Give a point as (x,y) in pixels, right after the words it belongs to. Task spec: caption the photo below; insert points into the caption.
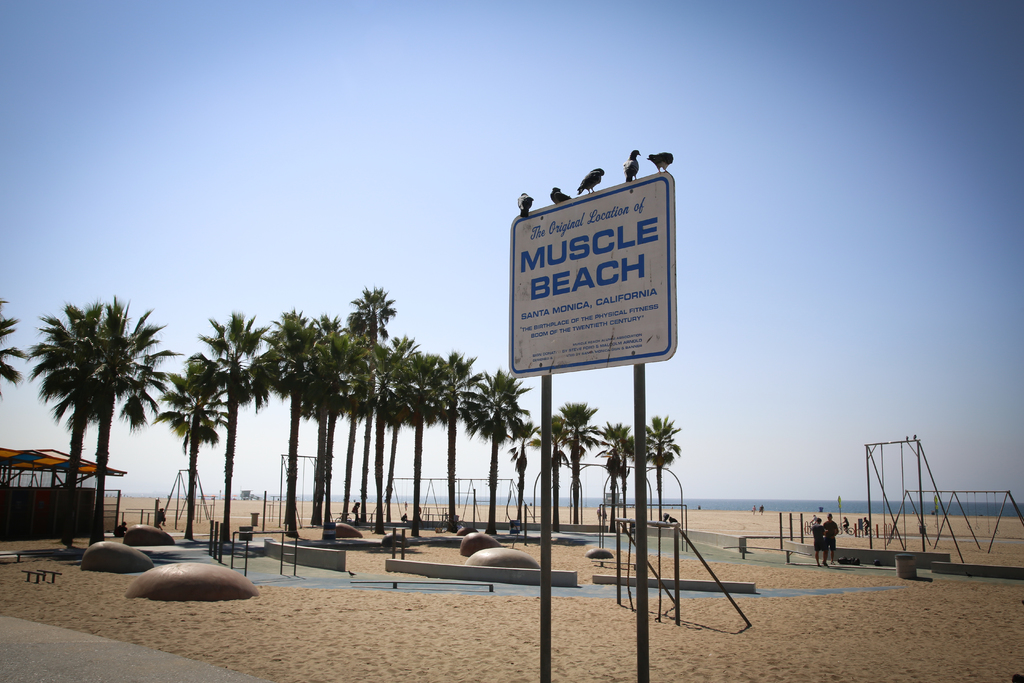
In this image I can see trees (555,519) in green color, in front (574,283) I can see a white color board (577,266) attached to the pole (548,431). Background (26,430) I can see few persons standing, a shed (25,450) in yellow and green color, and the sky (279,136) is in blue color.
